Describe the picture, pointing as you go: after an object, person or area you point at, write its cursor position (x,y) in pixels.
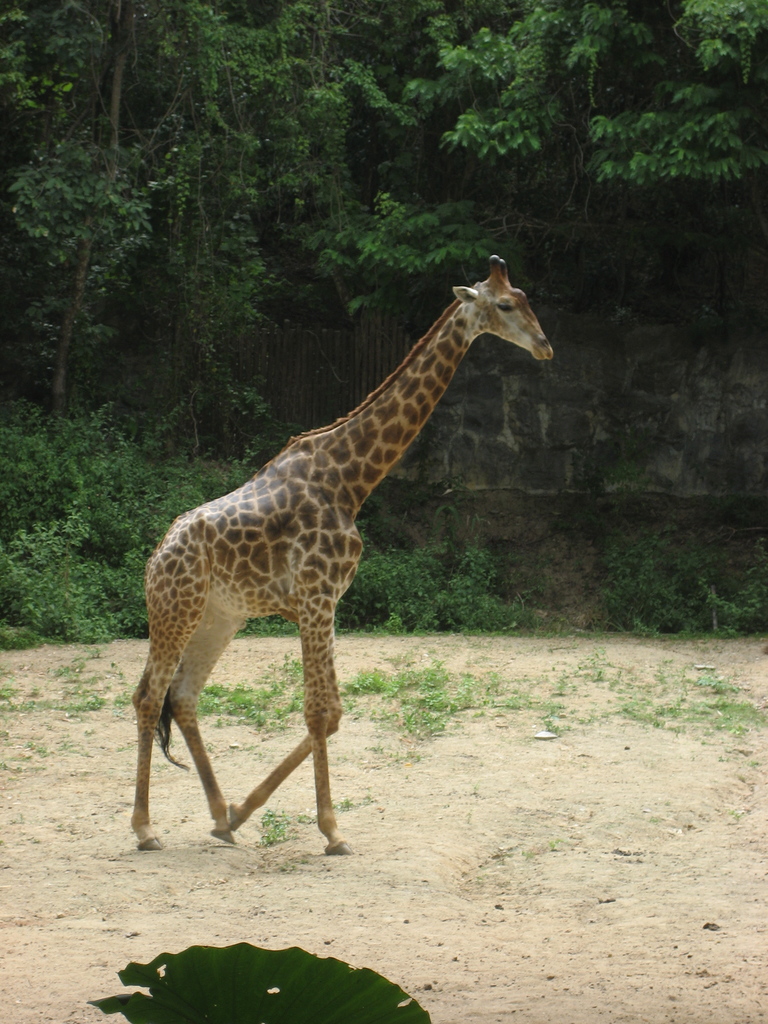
In this image I can see a giraffe (239,598) which is brown and cream in color is standing on the ground (272,739). I can see some grass (447,711) on the ground (443,677), the wall (564,452) which is made up of rocks (619,388) and few trees (321,133) which are green in color.
